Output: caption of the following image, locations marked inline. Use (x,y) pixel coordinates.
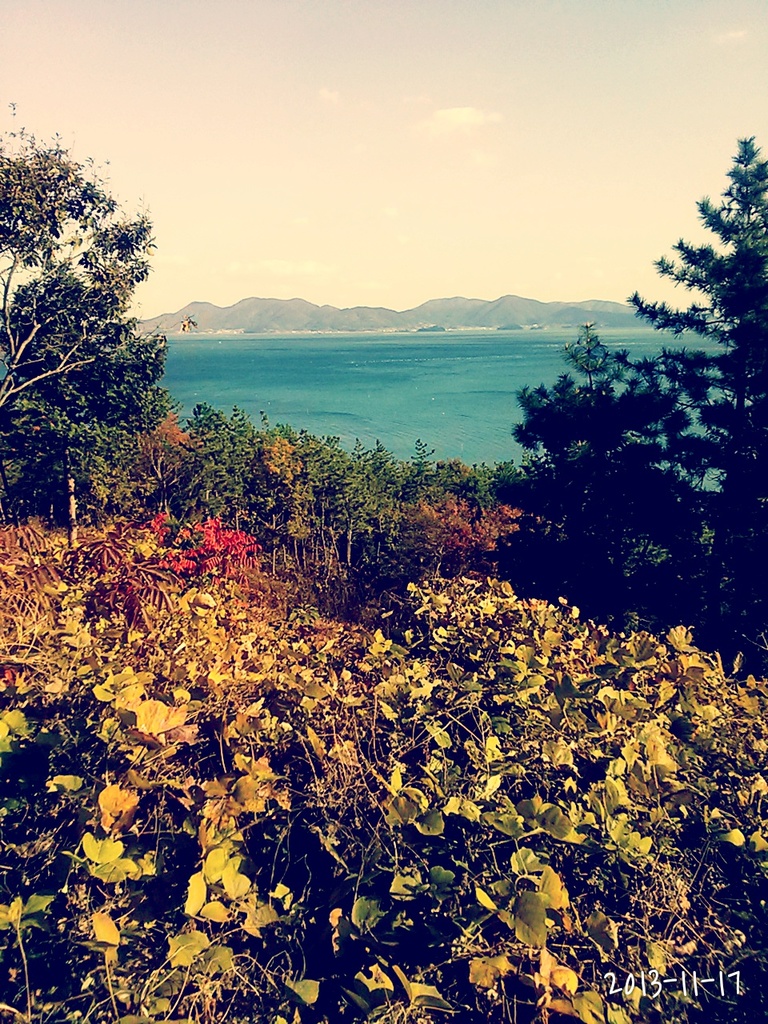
In the image we can see plants (453,719), trees (442,476), the sea (407,428), hills (317,320) and the sky (345,194). On the bottom right (699,980) we can see the watermark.
